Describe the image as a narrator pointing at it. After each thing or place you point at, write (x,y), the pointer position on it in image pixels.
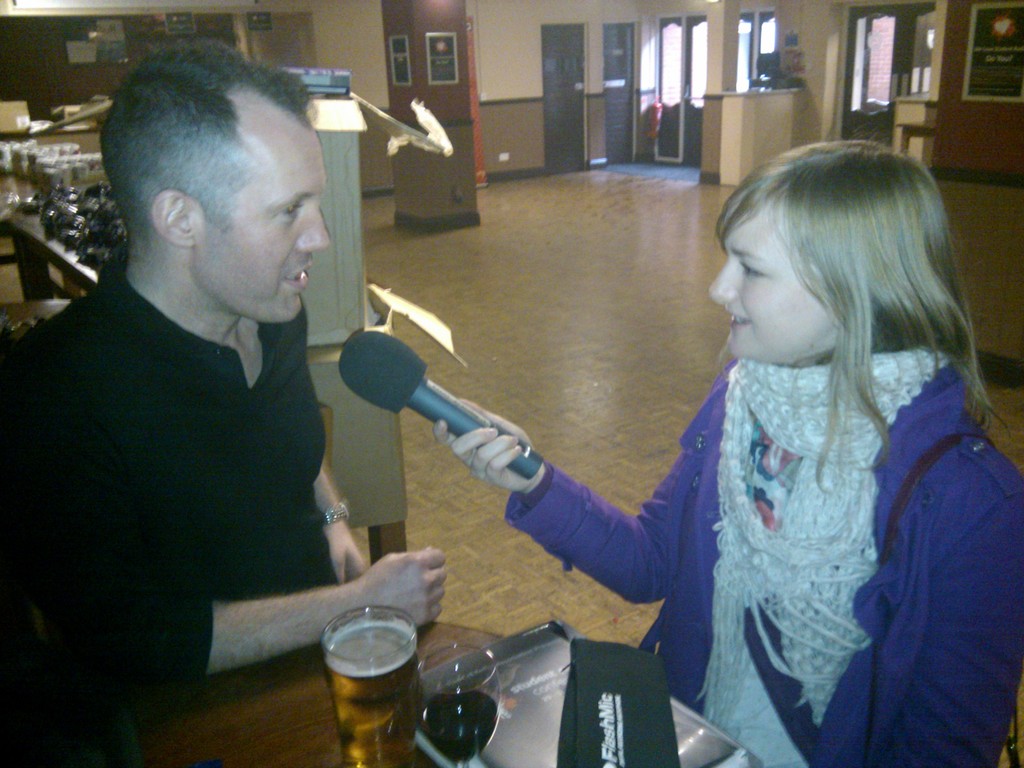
There are two persons (760,407) sitting and this woman (796,384) holding microphone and we can see glasses (392,715) and objects (506,684) on table (297,695). On the background (507,90) we can see poster (980,91) on wall (974,122), posters (449,64) on pillar (418,77), door (676,113), window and floor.
